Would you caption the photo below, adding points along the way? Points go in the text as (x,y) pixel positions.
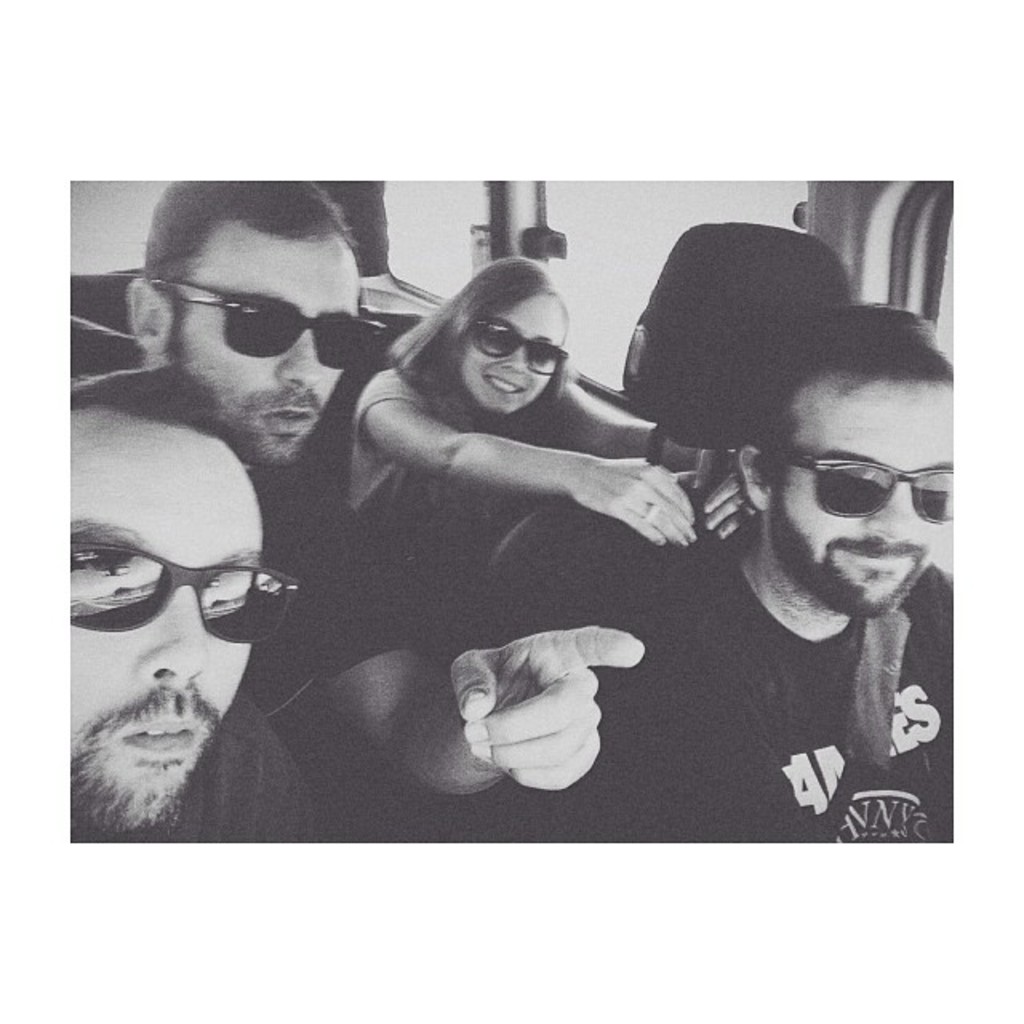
This is a black and white image. Inside the vehicle (488,220) there are three men (383,608) and one lady (411,445) with goggles (261,344) are in the vehicles (478,210). On the right side of the image (748,477) there is a man (725,618) with a seat belt (866,649).
